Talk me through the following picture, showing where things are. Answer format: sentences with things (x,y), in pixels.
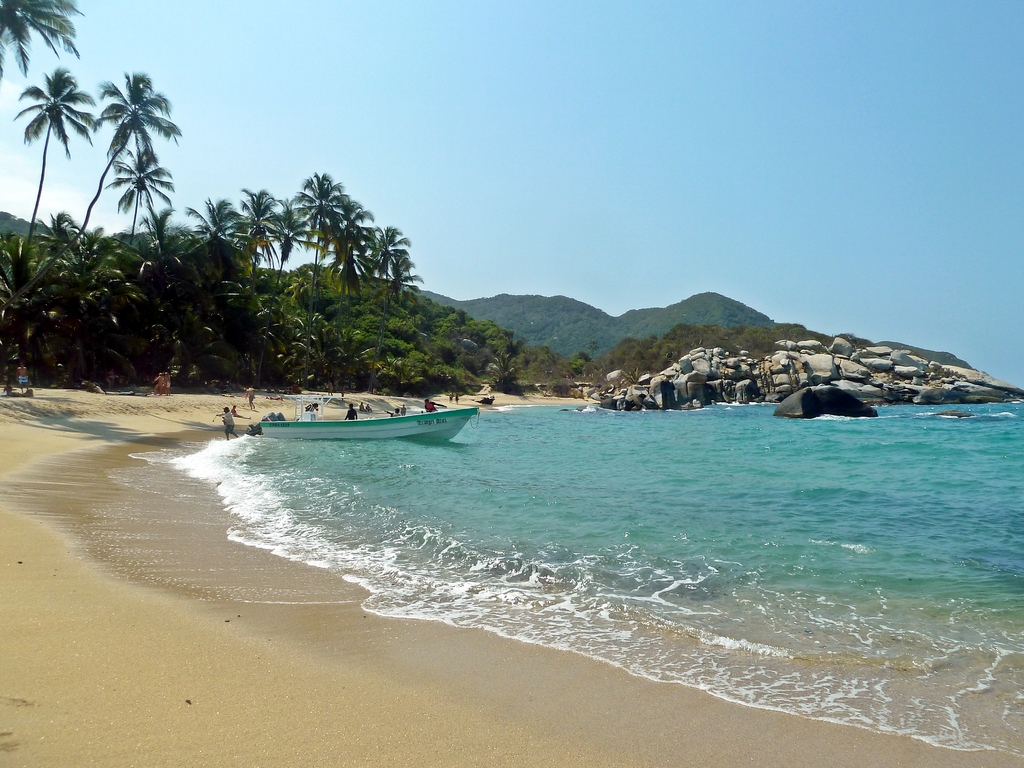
In the center of the image (420,424) we can see one boat (434,435) and we can see a few people (426,408) are standing. In the background (459,293), we can see the sky (561,270), trees (191,279), hills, stones (917,367), water (751,425) etc.
